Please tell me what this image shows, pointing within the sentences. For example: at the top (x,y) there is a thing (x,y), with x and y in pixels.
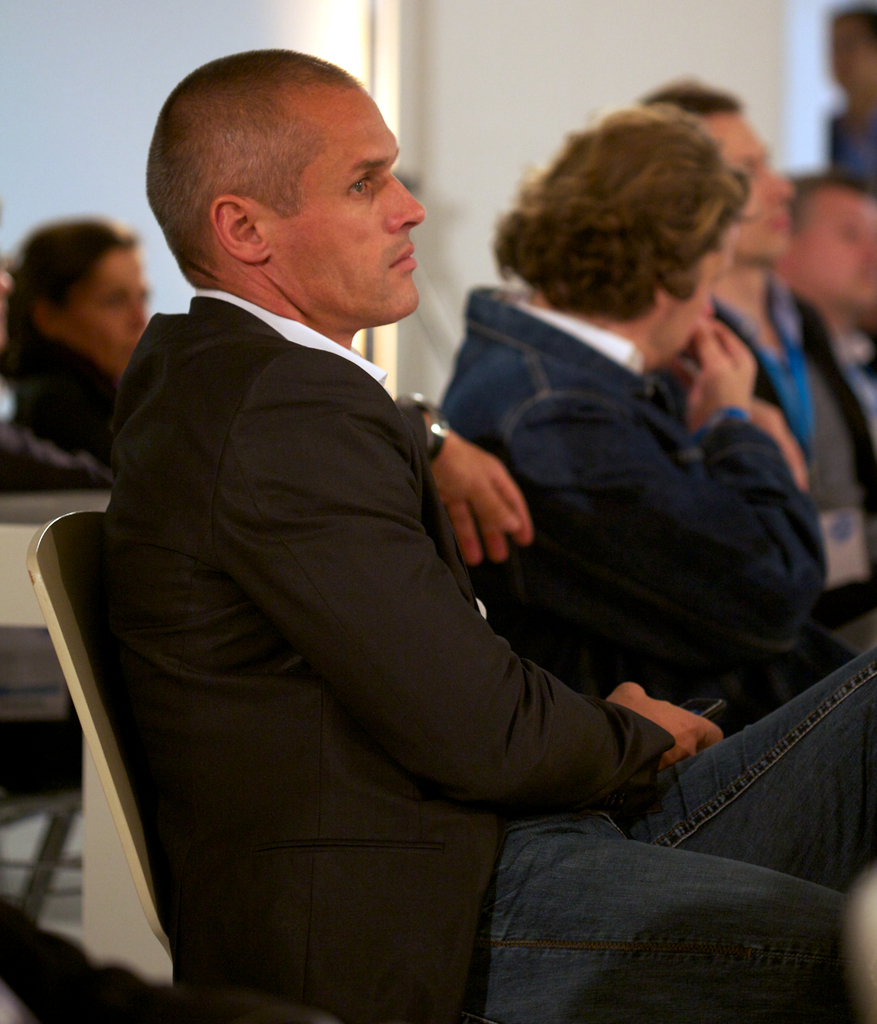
The person (354,615) wearing black suit (352,634) is sitting on a chair (64,663) and there are group of people (490,390) sitting beside him.
